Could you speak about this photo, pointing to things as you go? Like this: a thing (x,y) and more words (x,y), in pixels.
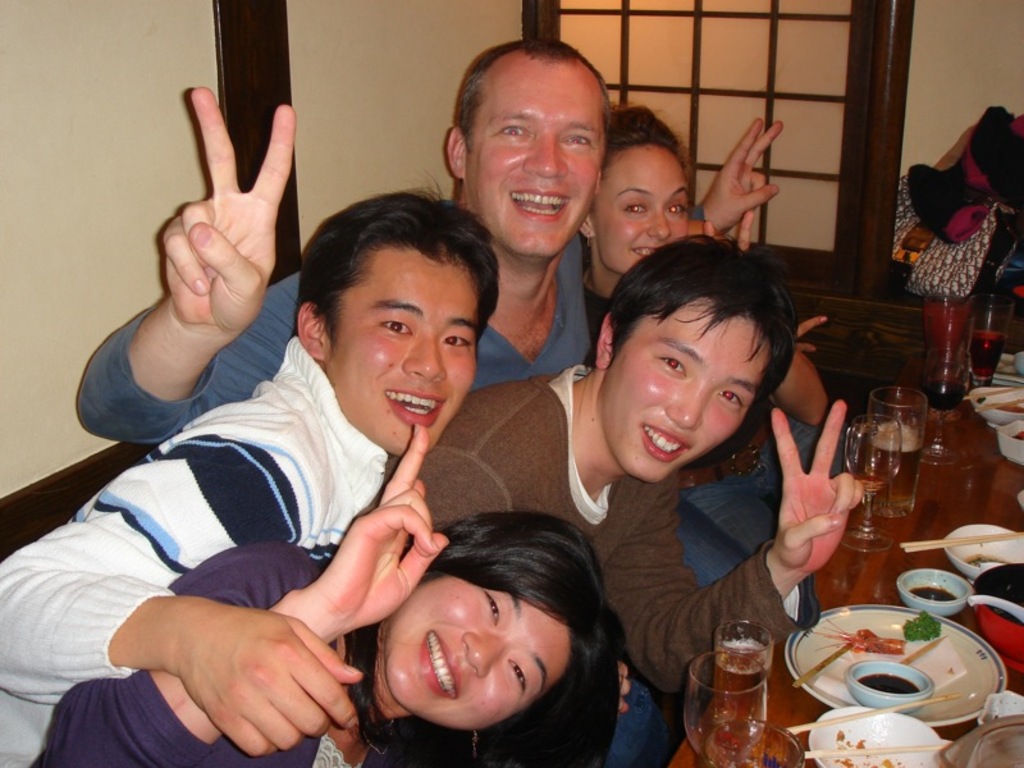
In this image there are few people (633,211) visible in the middle (531,264), on the right side (930,563) there is a table (931,505), on the table (936,518) there are glasses (915,461), plates (959,640), bowls (878,694) kept on it, at the top (314,84) there is the wall (941,73), window (845,65), may be there are some clothes (950,163) visible in front of the wall (931,150) on the right side (942,208).
